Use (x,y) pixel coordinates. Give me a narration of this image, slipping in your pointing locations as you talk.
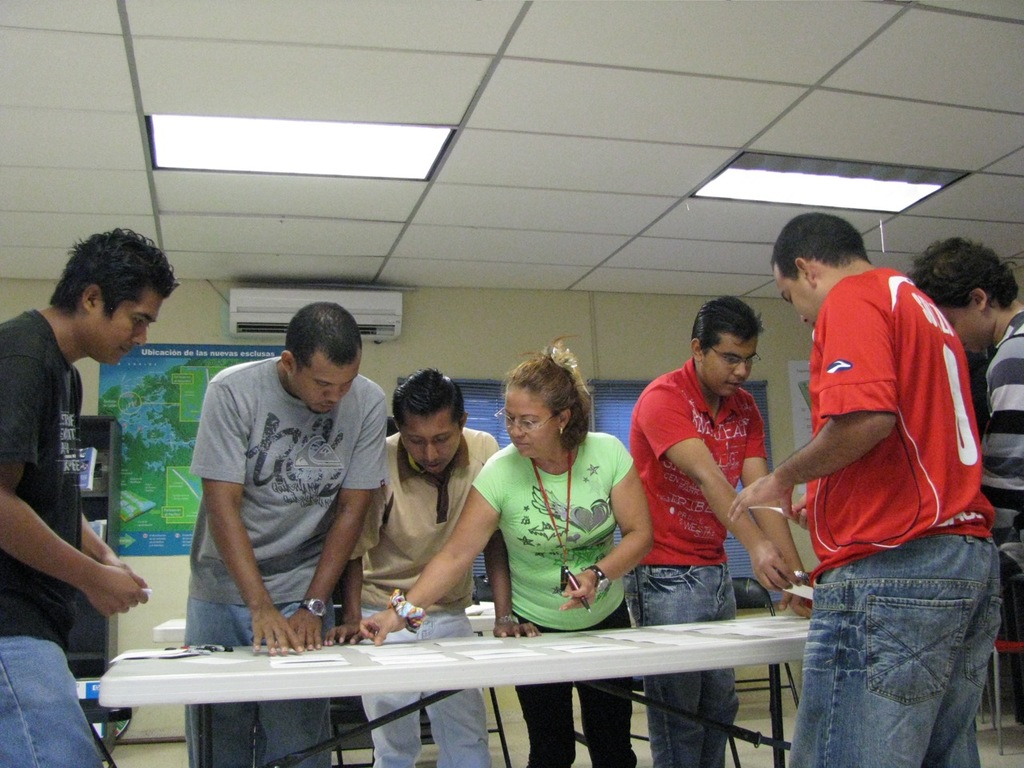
In this picture, we see six men (441,422) and a woman (444,566) are standing. She is wearing a green T-shirt (546,533) and she is holding a marker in her hands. She's even wearing the spectacles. In front of them, we see a white table (298,688) on which posters (439,660) are pasted. Behind them, we see a white table (177,635). Beside that, we see a wall (158,568) on which posters (205,379) are pasted. On the left side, we see a rack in which books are placed. At the top (167,139), we see the air conditioner (277,300), lights (168,153) and the ceiling (567,209) of the room (550,190).
